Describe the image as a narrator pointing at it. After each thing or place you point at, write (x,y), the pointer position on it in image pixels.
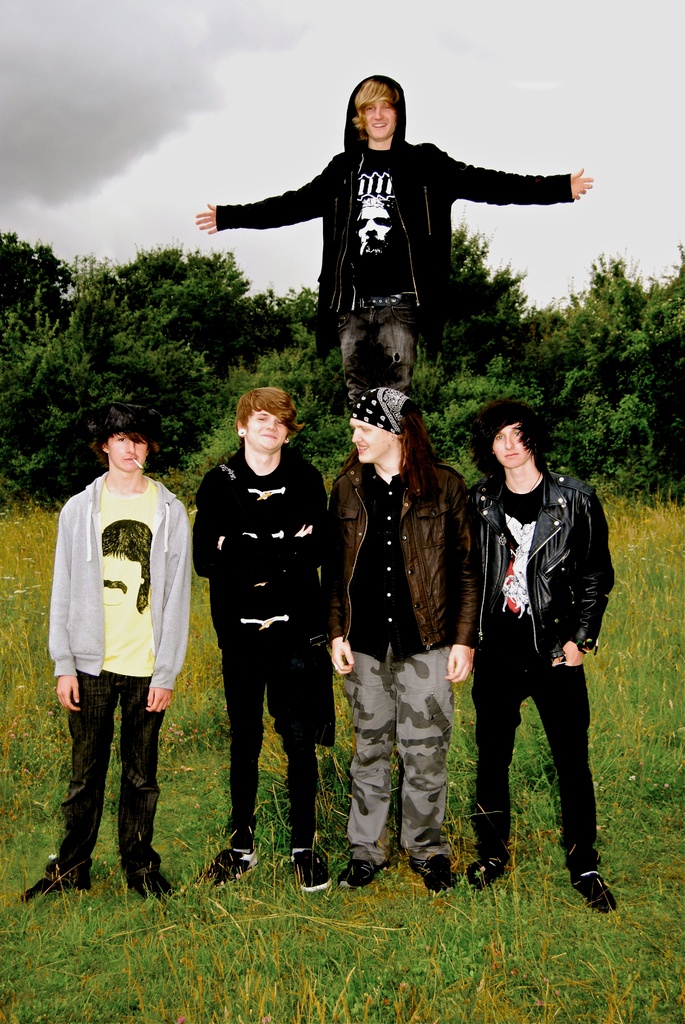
This picture is clicked outside. In the center (421,604) we can see the group of persons (306,528) standing on the ground (521,921). The ground (302,905) is covered with the grass (601,729) and we can see a person (342,264) seems to be standing on an object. In the background (194,139) we can see the trees (196,395), plants (611,456) and the sky (276,56).
